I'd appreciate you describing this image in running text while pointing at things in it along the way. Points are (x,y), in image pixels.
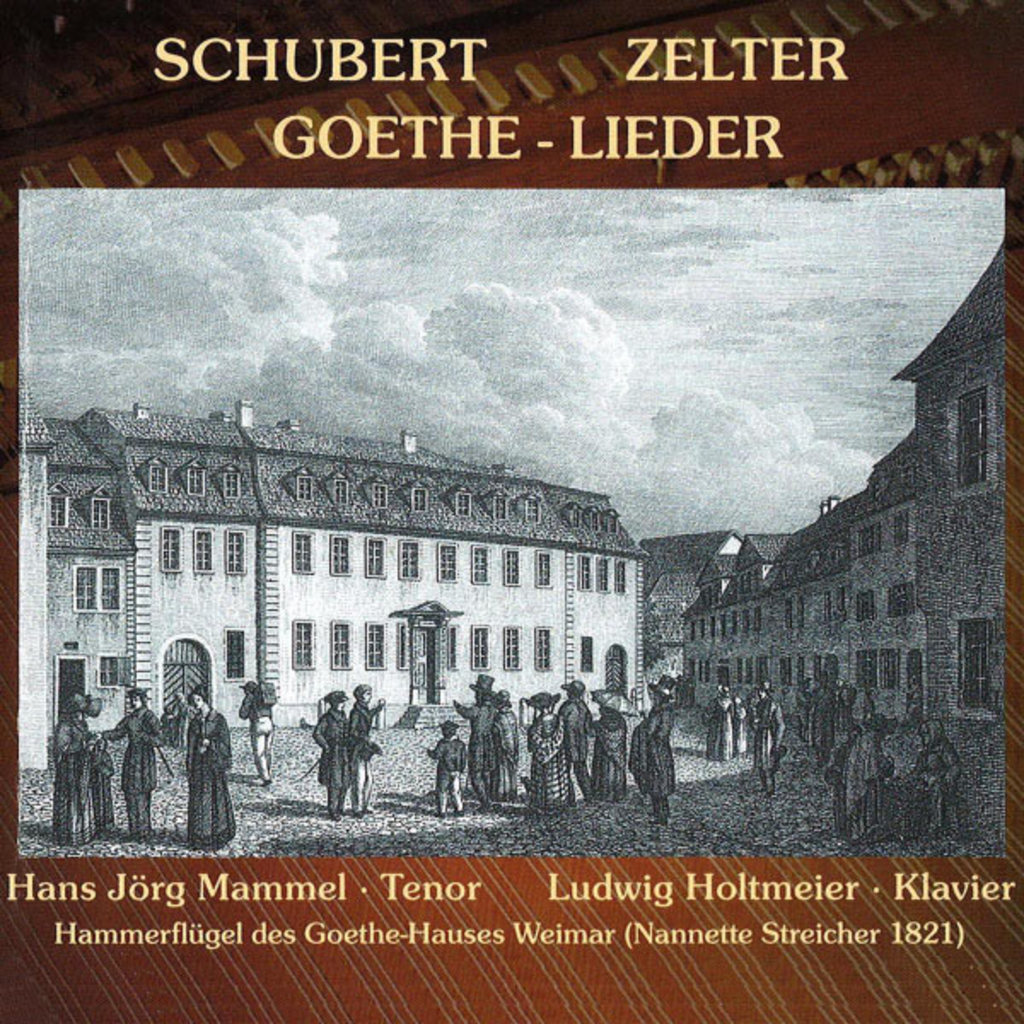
In this image I can see a poster (575,229) in which I can see number of people (480,729) standing on the ground (690,759), few buildings (440,614) and the sky (443,334).
